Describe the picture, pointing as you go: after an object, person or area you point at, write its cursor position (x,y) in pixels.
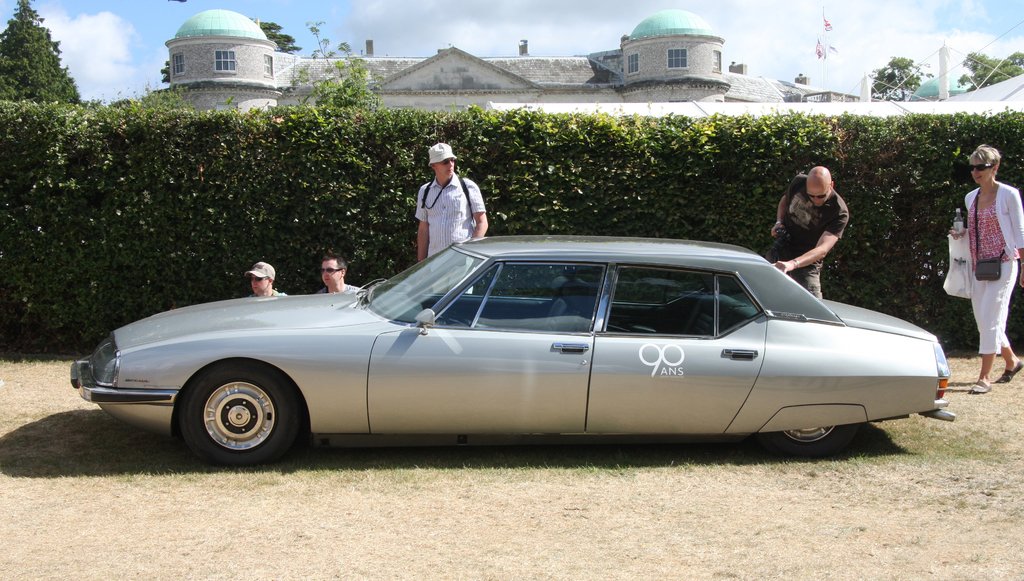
In this image I can see the vehicle (351,343). I can see few people (798,250) standing to the side of the vehicle (513,257). In the background (385,195) I can see the plants (471,144), building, many trees (12,73), clouds (612,25) and the sky (534,38). To the right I can see the tent cables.
